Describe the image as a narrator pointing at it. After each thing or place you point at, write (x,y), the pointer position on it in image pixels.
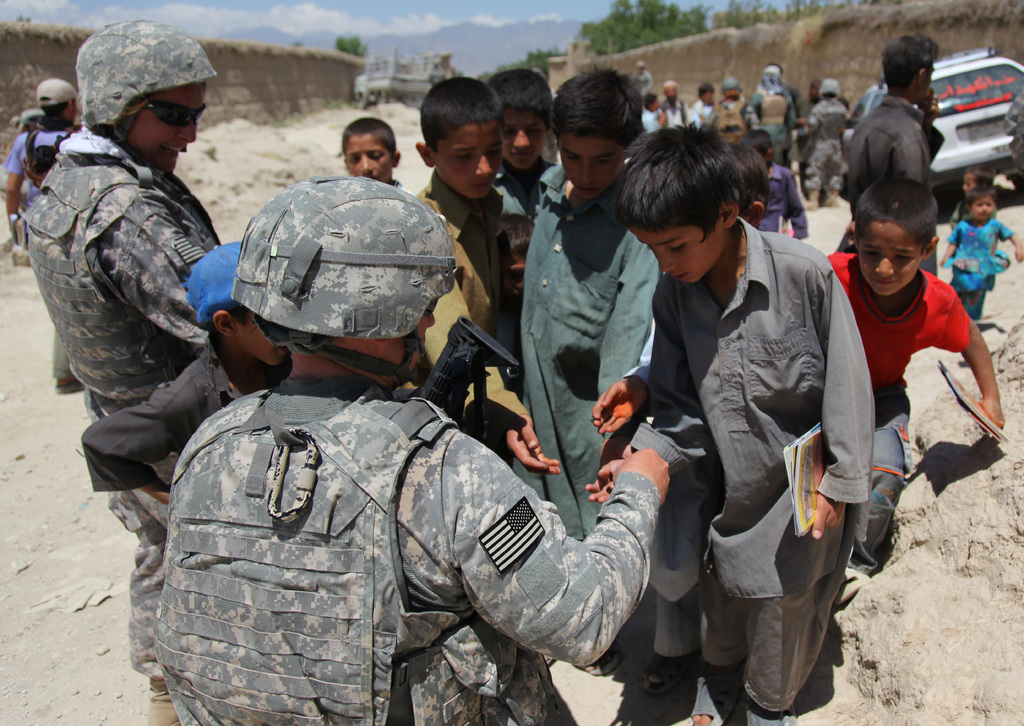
On the left side (256,475), there is a person (426,325) sharing something to the children (584,308) near a person (139,349) who is standing. In the background (907,175), there are other persons (907,175) and a vehicle (1003,173) on the road (47,442), there are mountains (542,25) and there are clouds (113,16) in the sky (418,12).
